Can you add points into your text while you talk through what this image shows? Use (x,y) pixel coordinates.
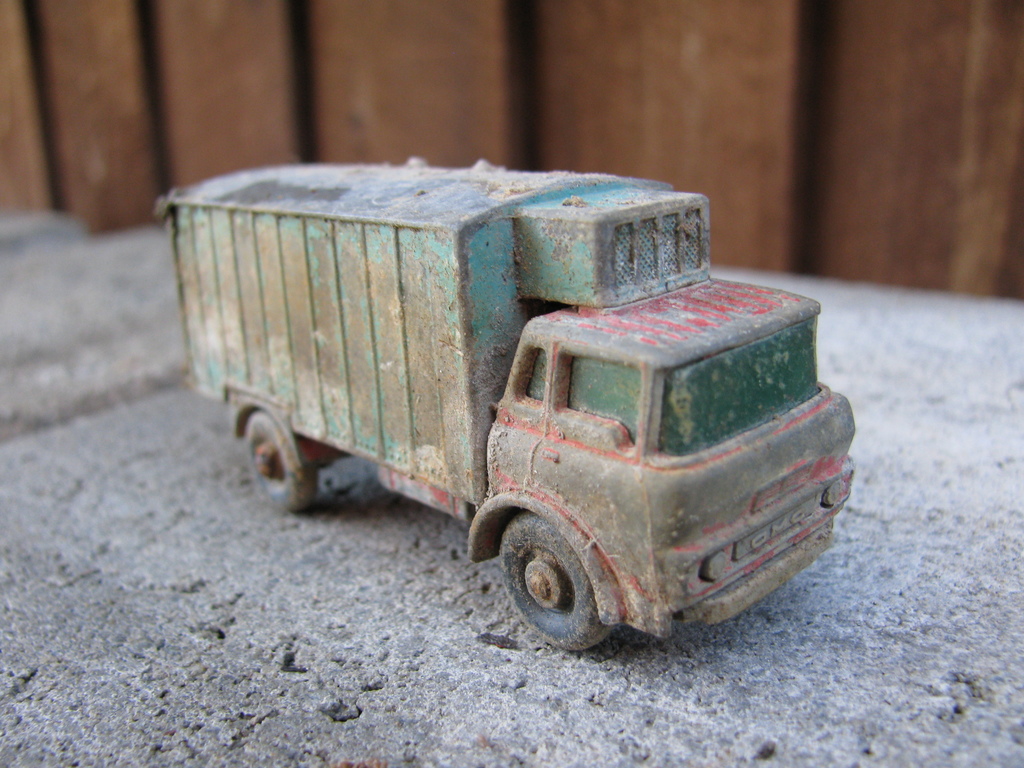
In this image in the front (505,368) is a toy vehicle (640,466) and in the background (481,113) there is an object (577,95) which is brown in colour.
